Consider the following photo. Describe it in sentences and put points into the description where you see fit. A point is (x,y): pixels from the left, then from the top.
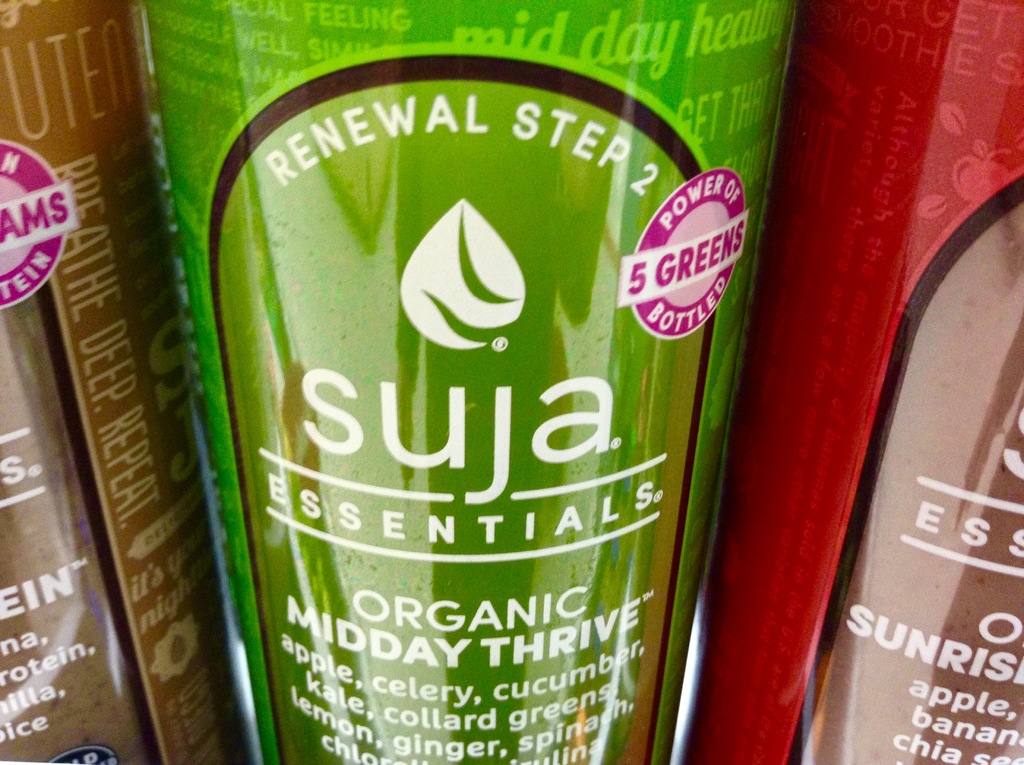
We can see three bottles (189,173) in brown, green and red color.
